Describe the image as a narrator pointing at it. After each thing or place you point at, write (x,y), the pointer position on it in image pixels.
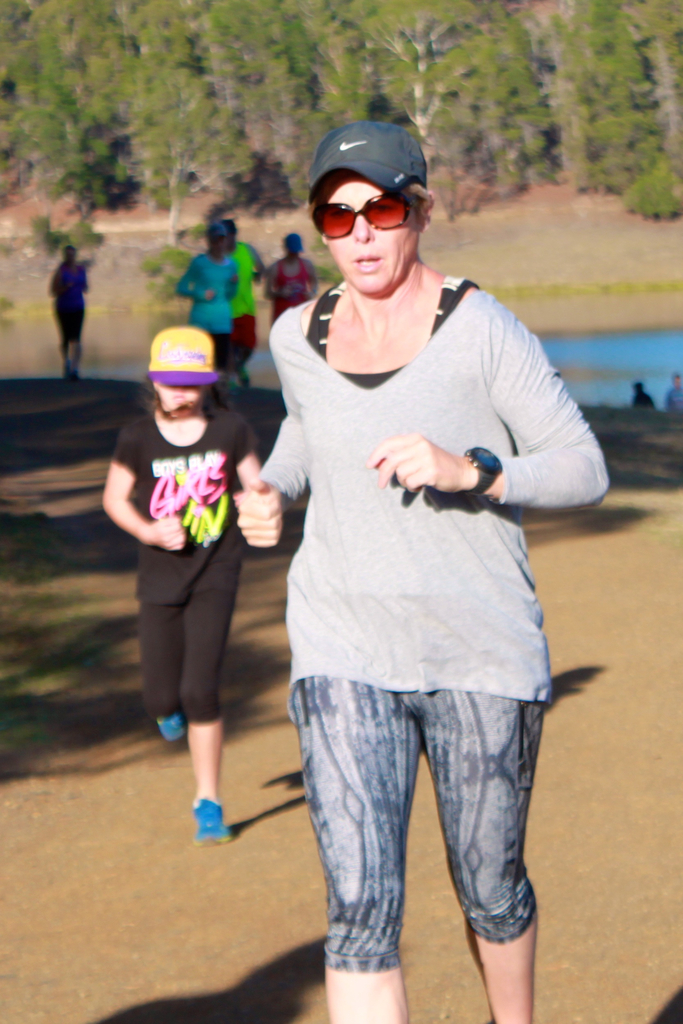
In the image there is a woman (399,554) in the foreground (380,817), it looks like she is jogging and behind her there are some other people (161,471), in the background (129,71) there are trees (129,71).
